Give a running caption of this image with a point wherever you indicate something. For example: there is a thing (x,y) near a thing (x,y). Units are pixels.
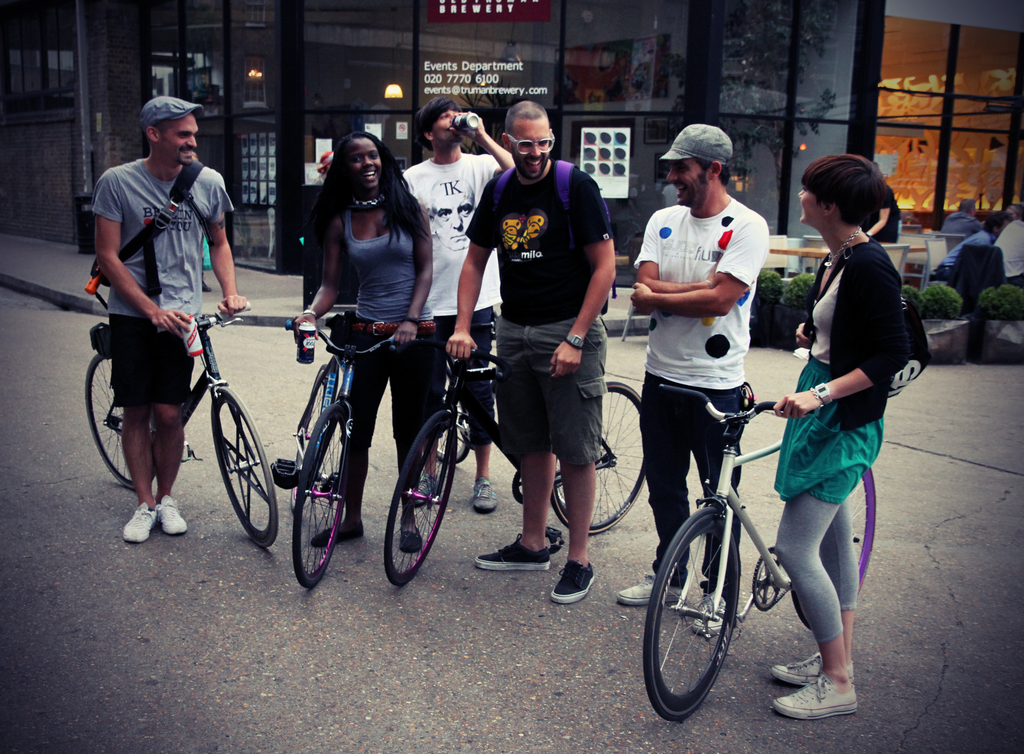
This Picture describe about the group of friend (481,175) standing on the road (465,513) and planning for cycling from left a person (178,238) wearing a grey color T-shirt (182,257) and black color shorts (155,370) with white shoe (137,529) and back pack (185,182) on the back (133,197) and cap (163,115) on the head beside there is a girl (400,279) wearing a grey color t-shirt (388,299) and black jeans (409,368) holding a can of coke (310,337). beside him there another person (446,184) who drinking coke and beside him a boy (560,268) smiling and wearing black t-shirt (568,307) and grey color shorts (559,436) and black color shoe (572,576) holding a bicycle (458,384). another person (655,327) standing and wearing white Color t shirt (728,326) and black jean (670,462) and another girl (887,283) from right side (873,308) wearing jacket (852,411) and green color dress (814,421) with watch (824,394) on her hand (802,405) having boy cut hair (843,218). Behind them there is big shop (474,68) in which tree (760,65) is there, chair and plants (987,318) for decoration.
